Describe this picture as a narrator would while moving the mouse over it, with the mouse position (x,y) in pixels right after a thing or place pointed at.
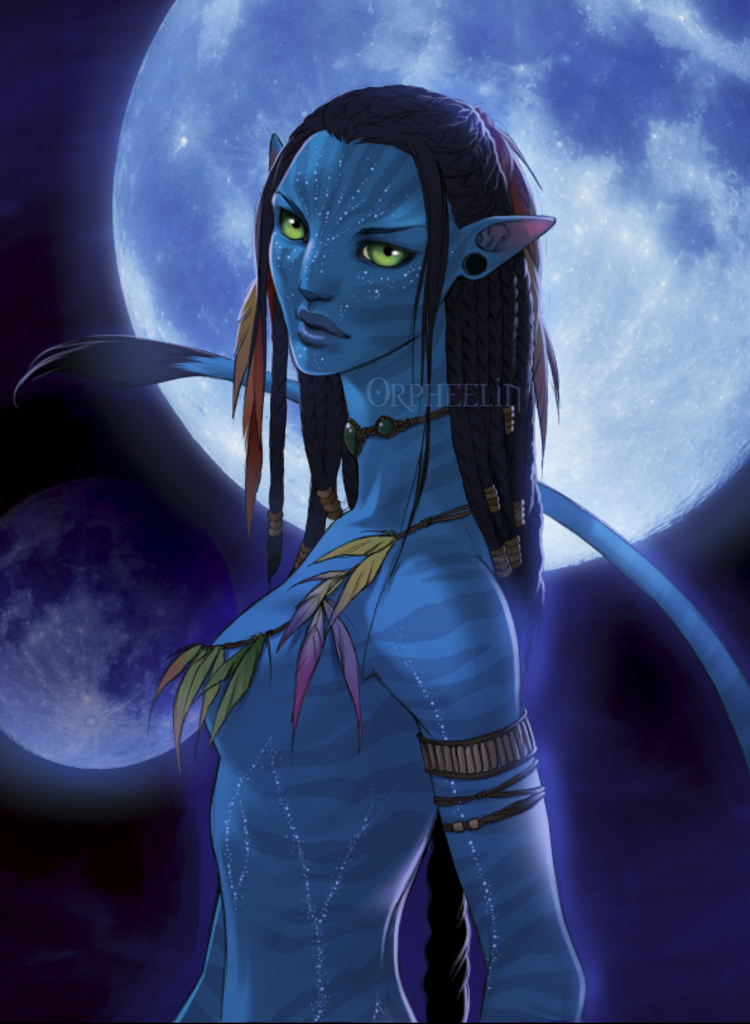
There is an animated image of a woman (276,663) in the middle of this image (312,418). We can see the moon (317,39) in the background (590,288).
